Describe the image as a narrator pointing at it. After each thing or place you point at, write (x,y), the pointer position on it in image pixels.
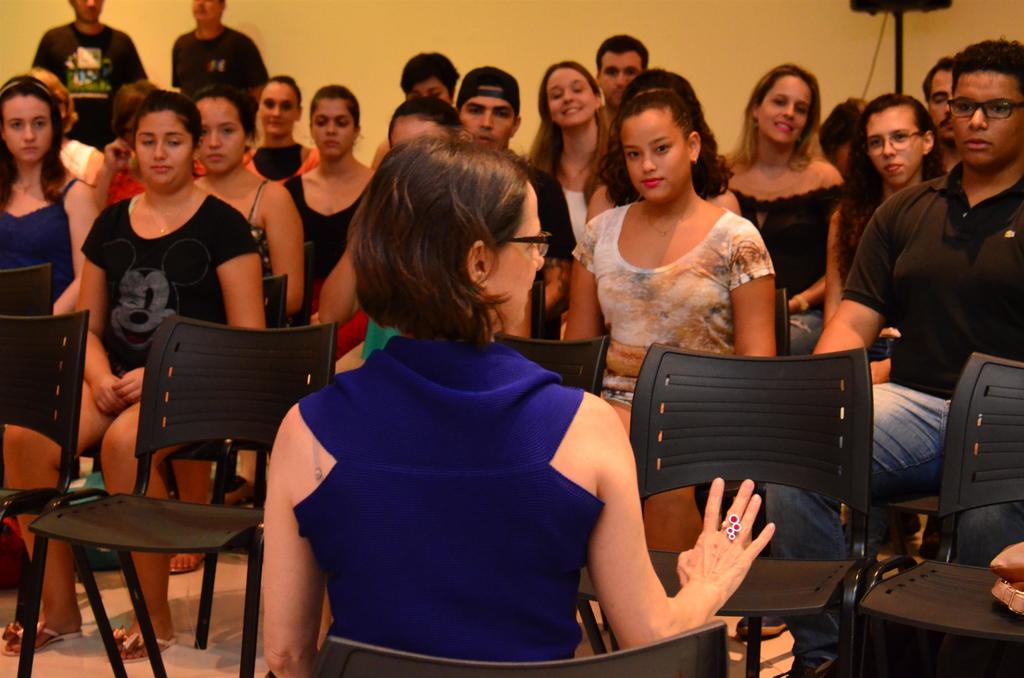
In this image i can see a group of people (951,367) sitting on chairs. I can see some empty chairs (198,378) in front (800,401), and in the background (495,38) i can see a wall (408,20) and some persons (206,13) standing.
